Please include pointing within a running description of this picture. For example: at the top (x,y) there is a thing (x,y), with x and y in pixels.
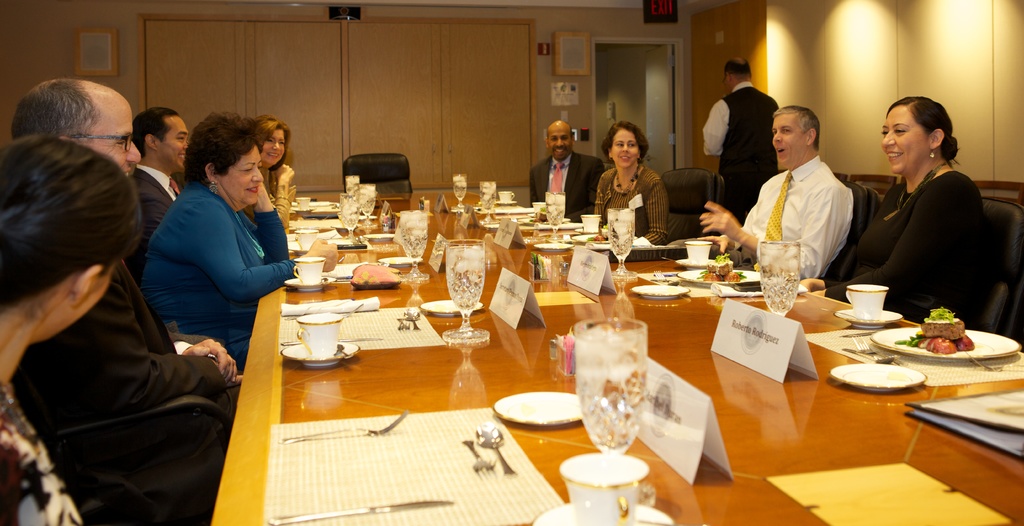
As we can see in the image there is a yellow color wall (799,79), door (653,87), switch board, few people (229,147) sitting on chairs (1009,272) and there is a table (431,369). On table (432,349) there is a mat (428,333), fork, knife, spoon (490,443), plates (521,396), glasses (463,292), cup (592,459), saucer (558,525) and tissues (328,308).
